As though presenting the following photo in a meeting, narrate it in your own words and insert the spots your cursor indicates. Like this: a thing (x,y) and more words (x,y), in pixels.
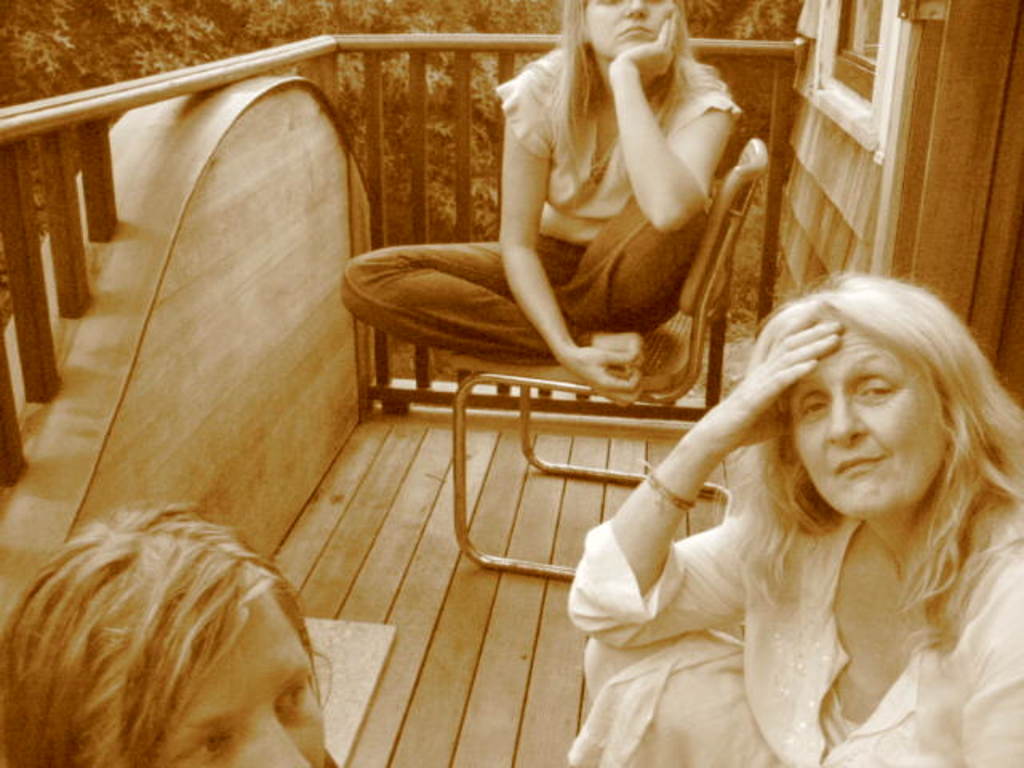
In this image, we can see three people (592,734). Here a woman (608,360) is sitting on the chair (464,446). At the bottom (487,690), there is a wooden floor (485,633). Background (822,205) we can see railings (422,225), wall (823,131), window (819,66) and trees (26,76).
